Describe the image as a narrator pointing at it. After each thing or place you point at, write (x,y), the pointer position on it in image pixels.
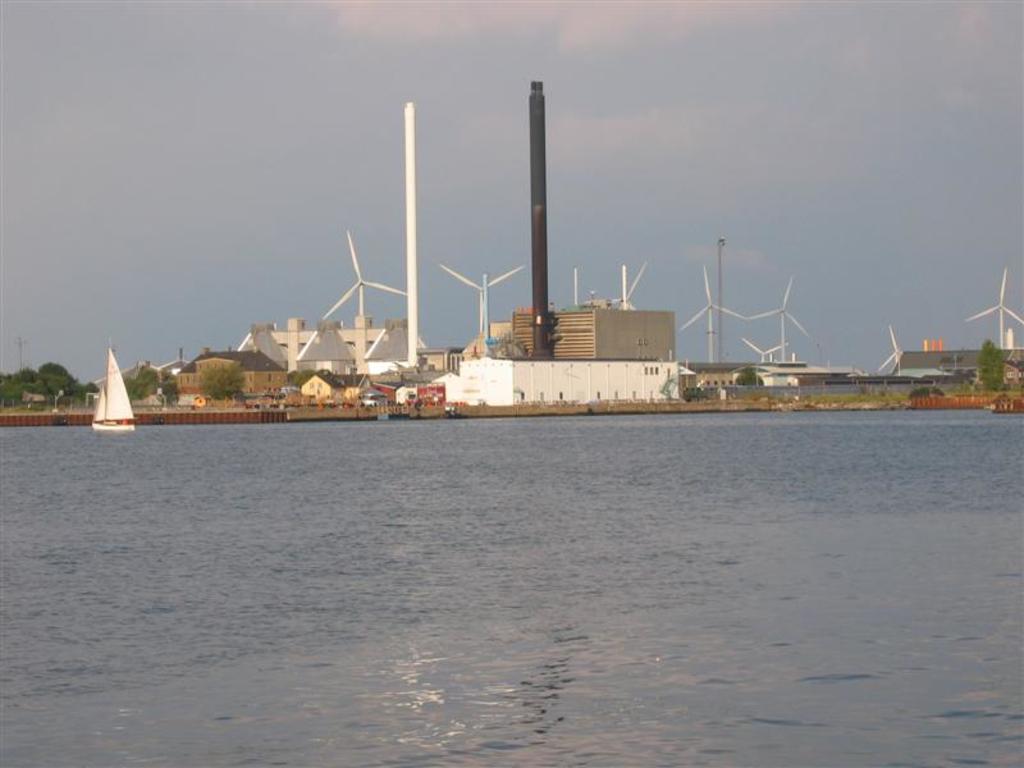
In this image, I can see the windmills (352,246) and buildings (252,364). This looks like a factory (551,346). These are the poles (545,318), which are white and black in color. I can see the trees (72,390). This is the boat (118,429) on the water (318,466). This looks like a car (371,394).
